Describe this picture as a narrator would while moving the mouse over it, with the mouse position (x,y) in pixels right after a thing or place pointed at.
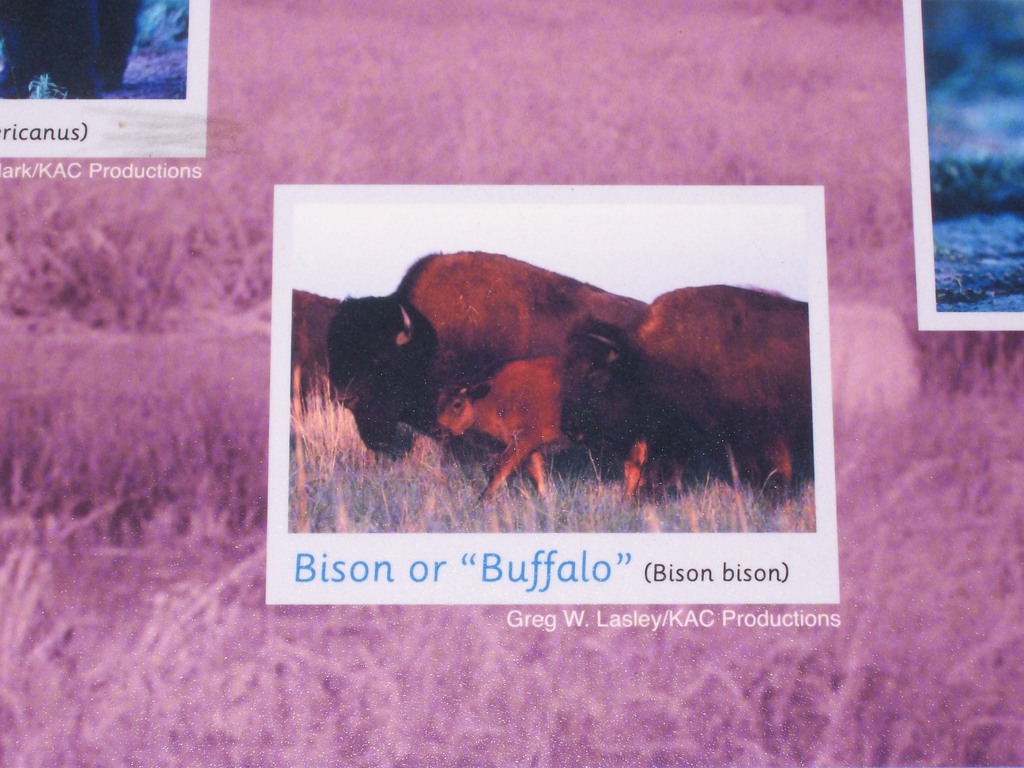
Here this is an edited image, in which on the ground (579,158) we can see grass (245,267) covered and in the front (309,271) we can see pictures (365,185) present with some text (325,578) below that and in the middle (476,435) we can see picture (470,404) of buffaloes (424,334) present on the ground (485,508).
